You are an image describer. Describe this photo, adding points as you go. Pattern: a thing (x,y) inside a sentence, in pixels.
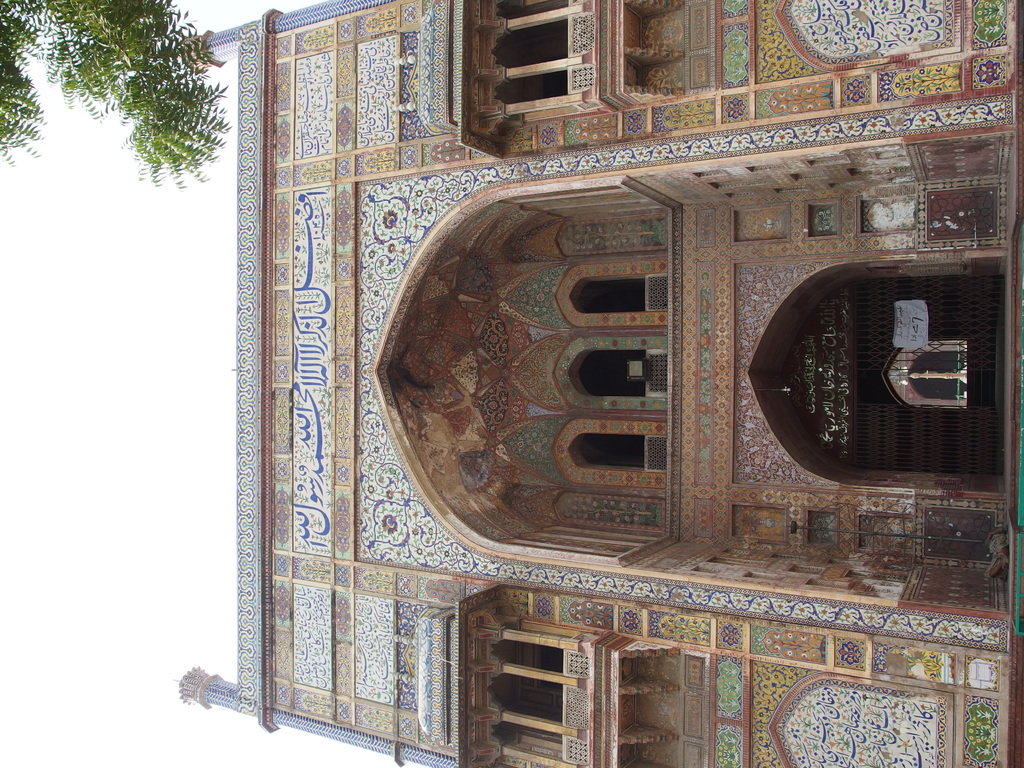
In this image I can see the building (316,274) in brown and white color. In front (890,423) I can see the door (903,426), background (131,147) I can see the tree (151,144) in green color and the sky (92,441) is in white color.
